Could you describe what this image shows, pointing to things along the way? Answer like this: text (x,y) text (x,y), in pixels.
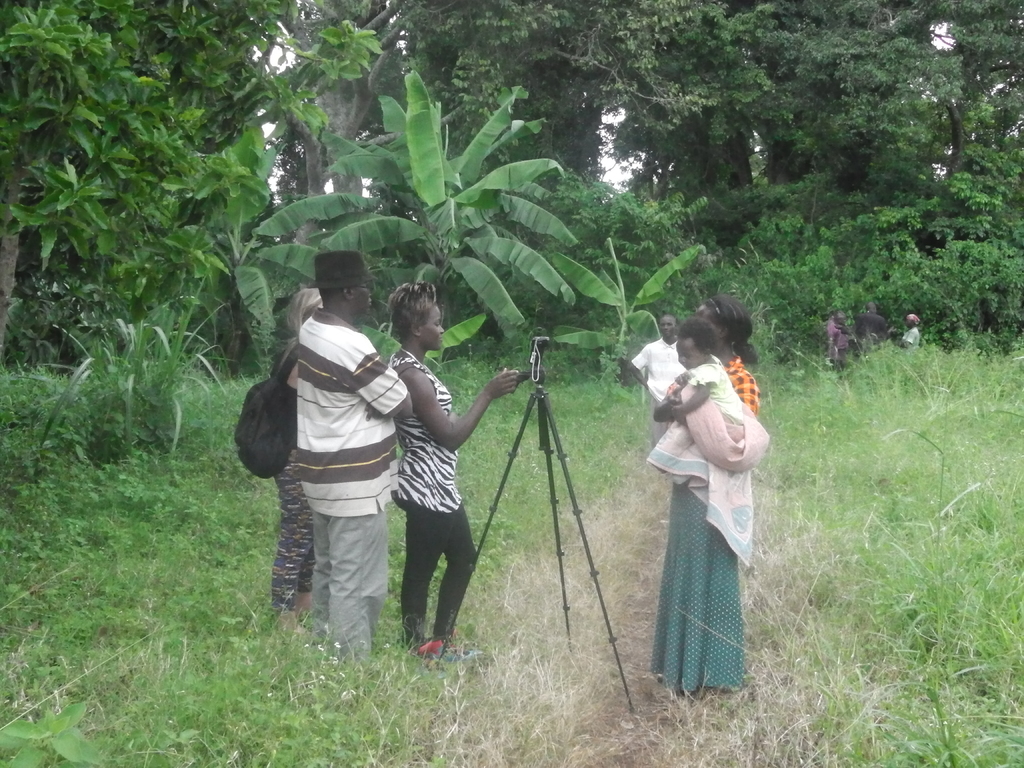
Here we can see people (682,532). In-between of these people (480,414) there is a camera stand (538,355). Here we can see grass (599,565). Background (1008,140) there are trees (999,297).
